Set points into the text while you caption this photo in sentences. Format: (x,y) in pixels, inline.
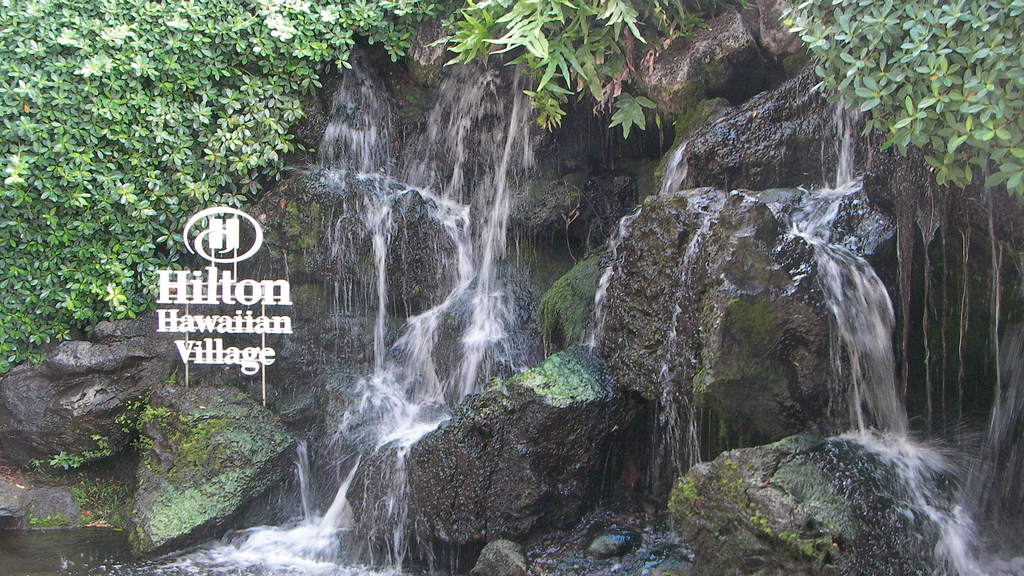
In this image we can see there is a waterfall (411,442). In the background of the image (248,21) there are trees (145,60).
